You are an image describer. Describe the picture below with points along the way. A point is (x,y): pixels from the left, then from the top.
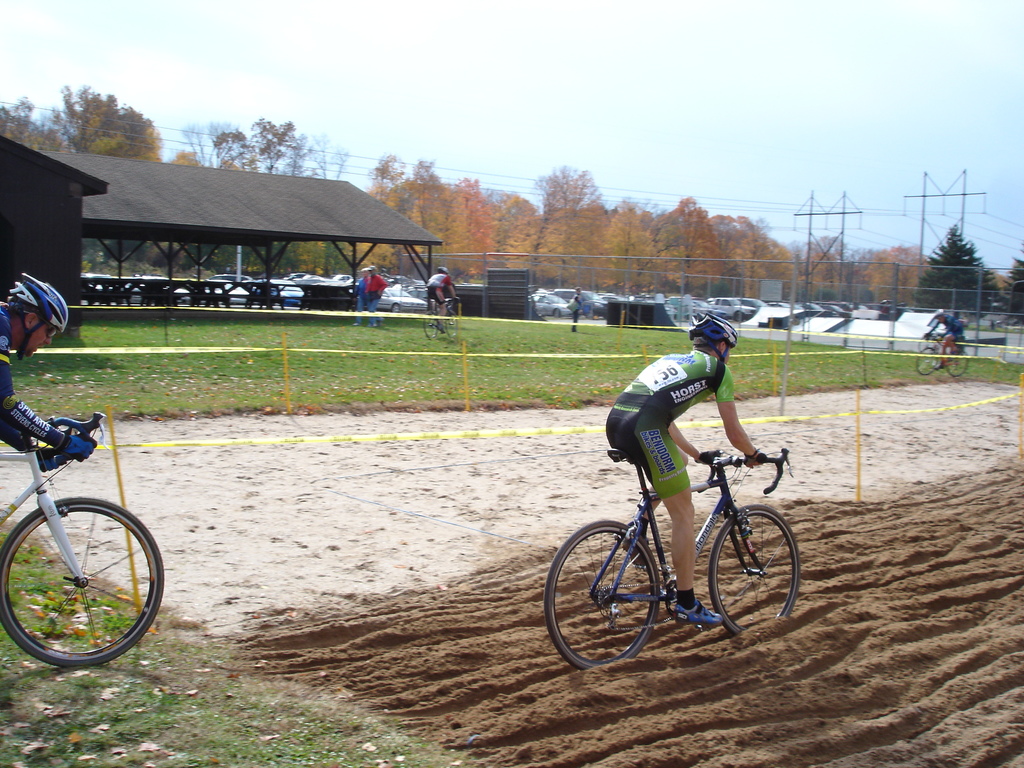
There are two people (19,429) riding bicycles (718,527) and wore helmets (46,309). Background (97,184) we can see people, shed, vehicles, towers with wires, trees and sky (546,160).
